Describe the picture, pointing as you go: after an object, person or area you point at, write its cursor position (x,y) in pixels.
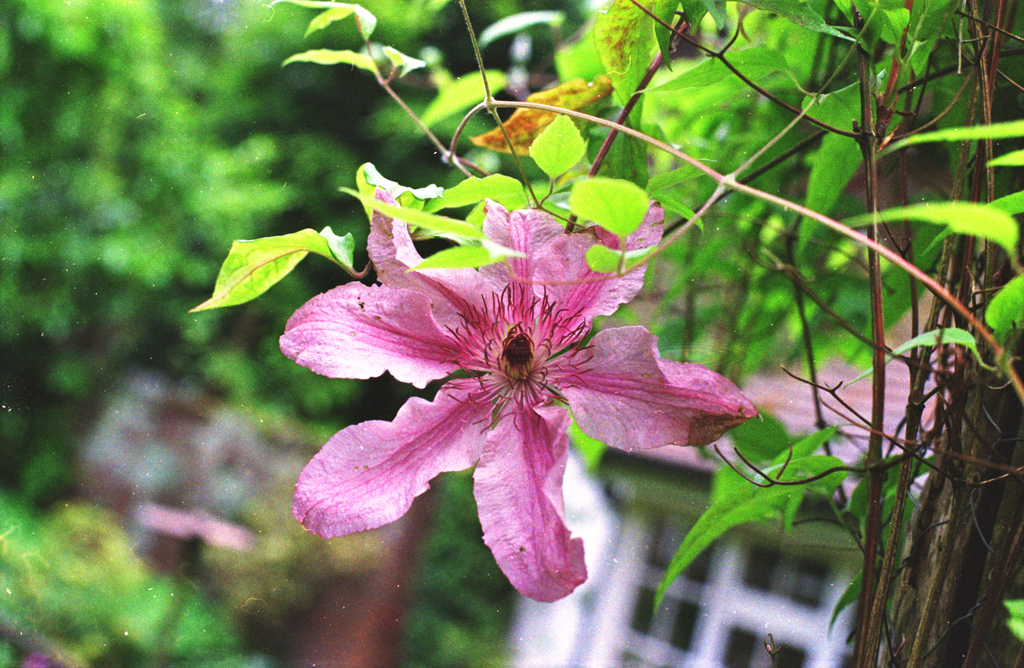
In this image there is a plant (710,201) having a flower (636,379) and few leaves (847,307). Right bottom a window (619,620) is visible. Background (119,26) is blurry.
